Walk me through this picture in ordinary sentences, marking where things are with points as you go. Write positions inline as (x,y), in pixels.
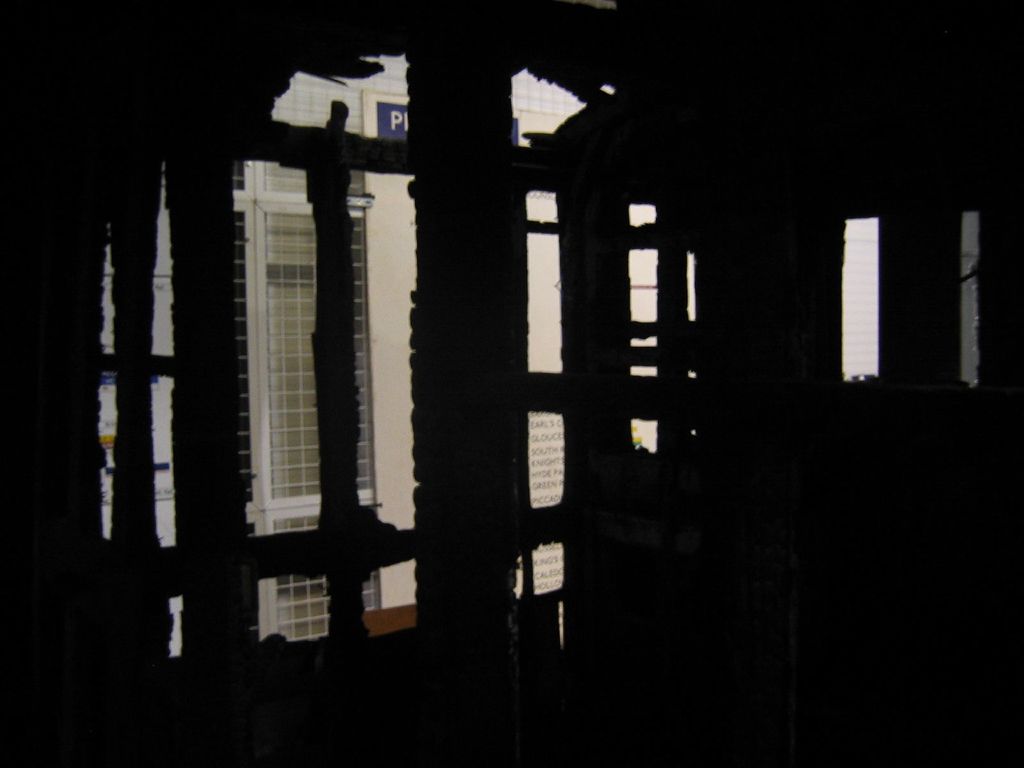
This image is taken from inside a building (197,741) through the window (300,549), outside building (303,324) is visible.
